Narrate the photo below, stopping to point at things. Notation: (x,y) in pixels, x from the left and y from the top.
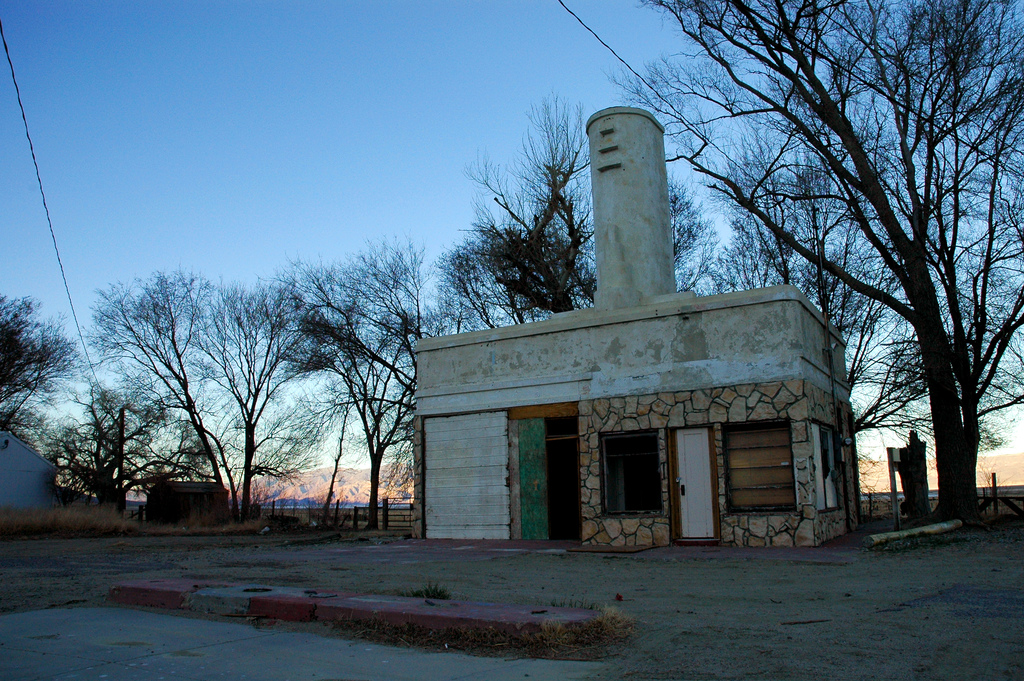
In the image we can see there are buildings (736,413) and there are trees (941,175). There is ground (127,520) covered with dry plants (143,521) and there is a clear sky (391,118).
